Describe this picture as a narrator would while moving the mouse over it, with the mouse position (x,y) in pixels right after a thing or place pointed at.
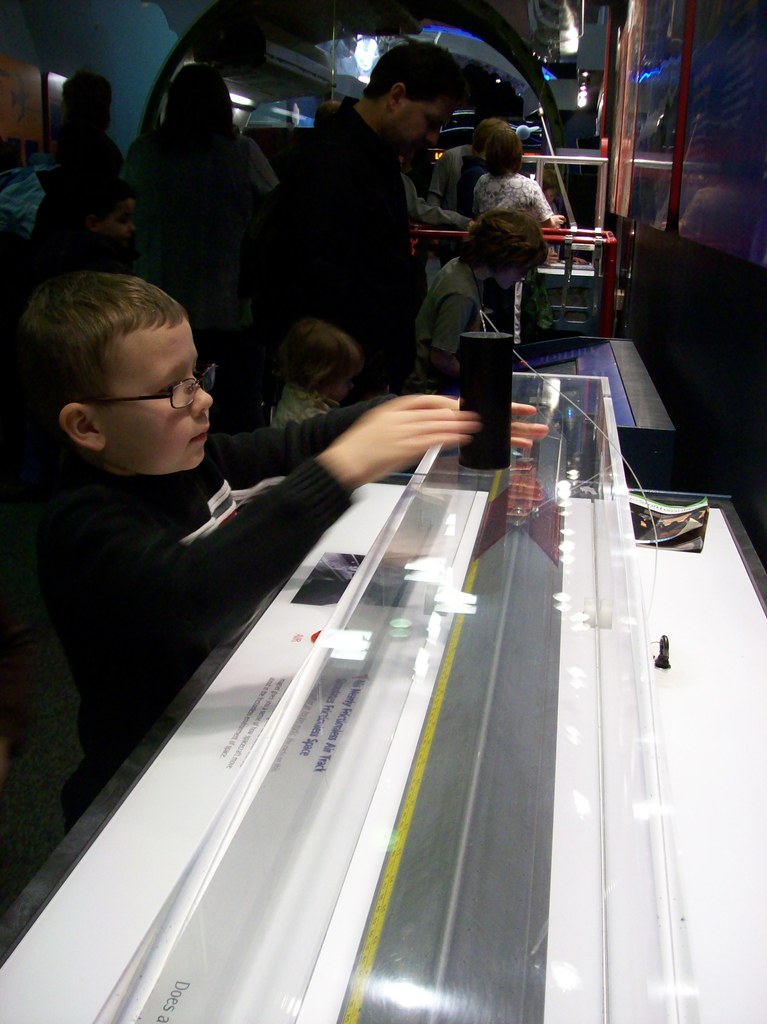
In this picture we can see a device (282,848) and some text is visible on a white surface (249,866). There are a few kids (122,299) and some people (306,200) at the back (413,91). We can see a few objects (570,49) in the background (544,40).
